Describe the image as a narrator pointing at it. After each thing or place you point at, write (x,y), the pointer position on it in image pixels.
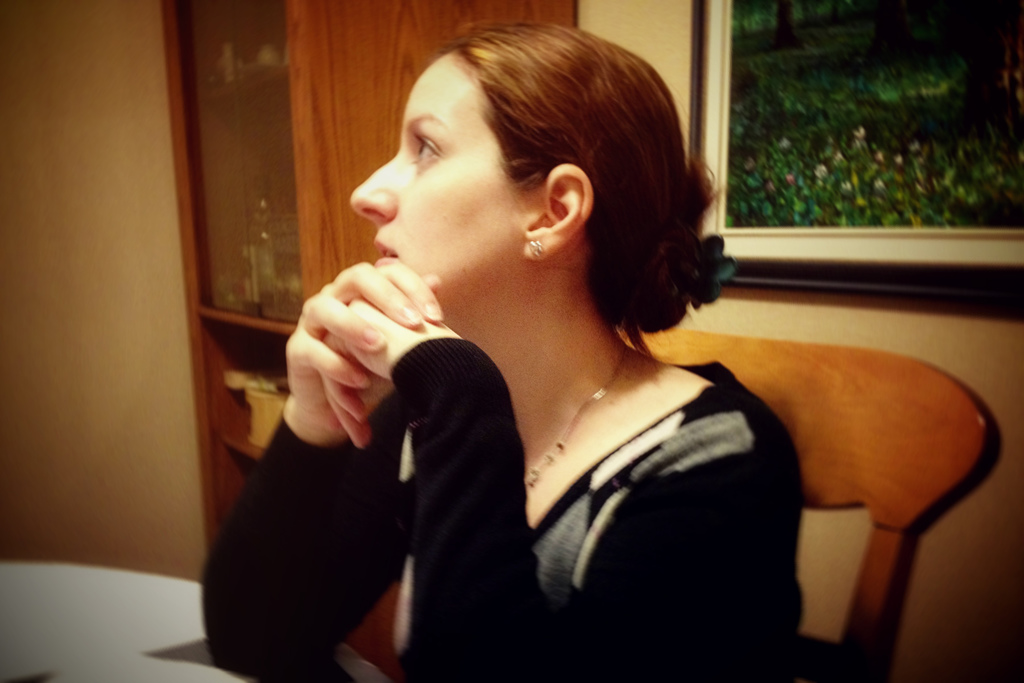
This is the woman (670,565) sitting on the chair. It might be a table (87,615). I think this is a wooden rack (270,286) with the objects (269,387) in it. This is a photo frame (746,90), which is attached to the wall (688,58).
